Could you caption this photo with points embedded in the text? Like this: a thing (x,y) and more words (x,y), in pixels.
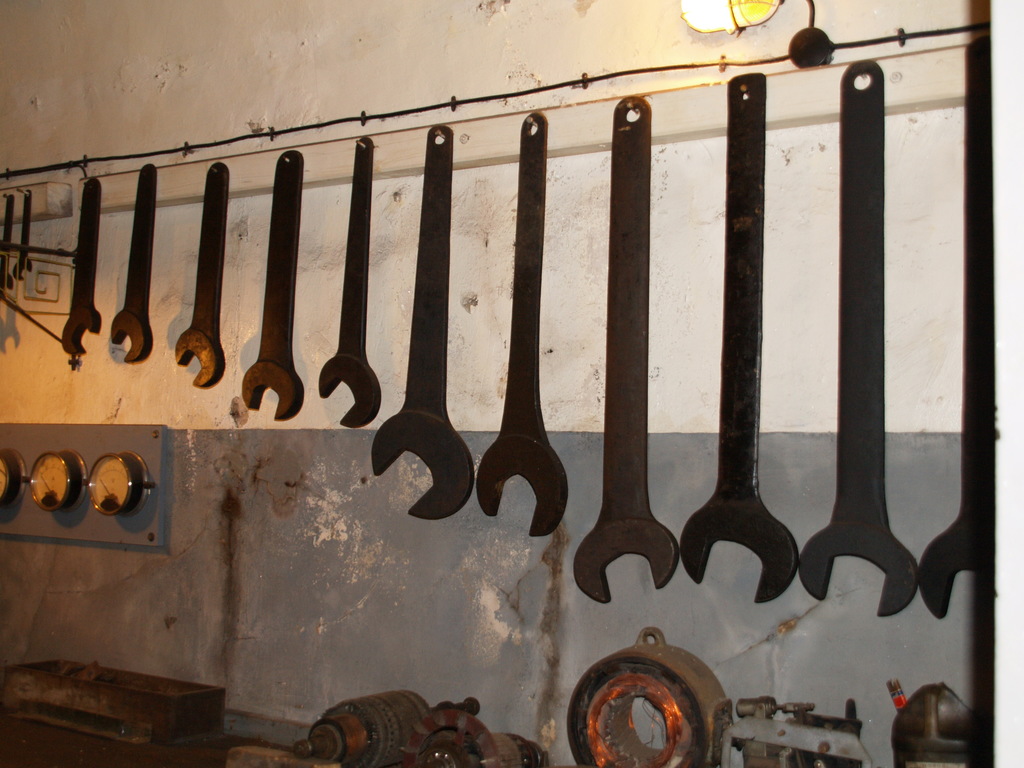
Here we can see tools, meters (107,485), and machines (702,722). In the background (116,113) there is a wall (293,35) and this is a light (734,14).
